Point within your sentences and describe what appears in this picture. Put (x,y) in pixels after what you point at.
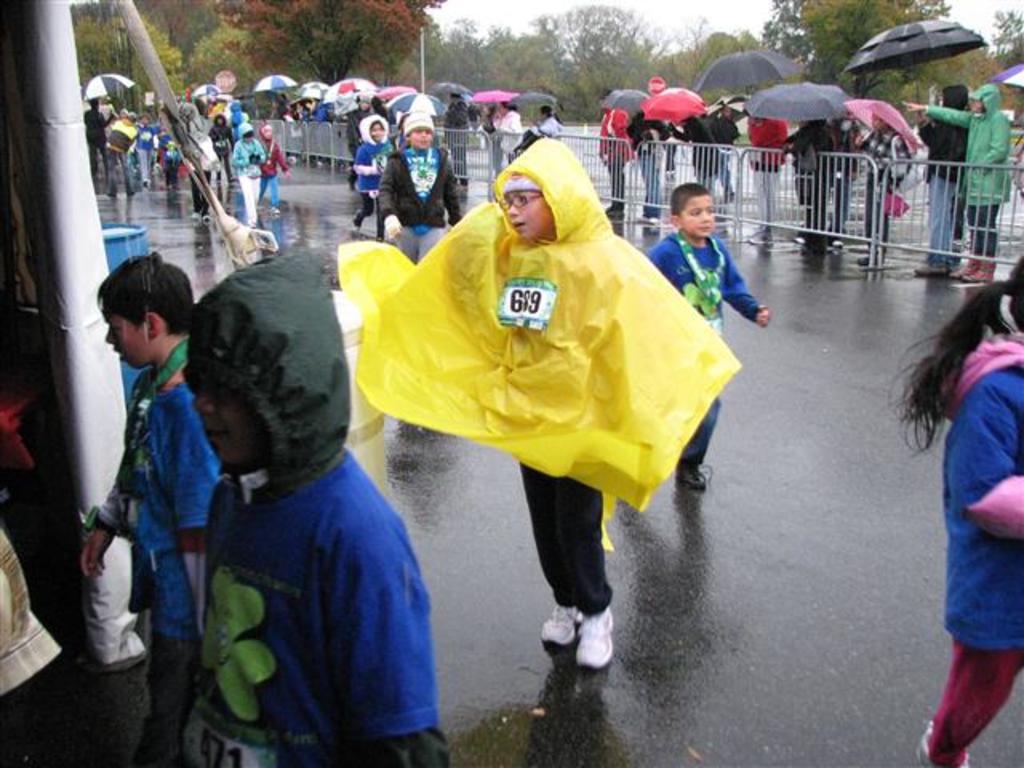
At the bottom of the image (835,568) I can see the road (751,408). In the picture I can see children (400,231) walking. In the background (586,57), I can see groups of trees (211,41).
